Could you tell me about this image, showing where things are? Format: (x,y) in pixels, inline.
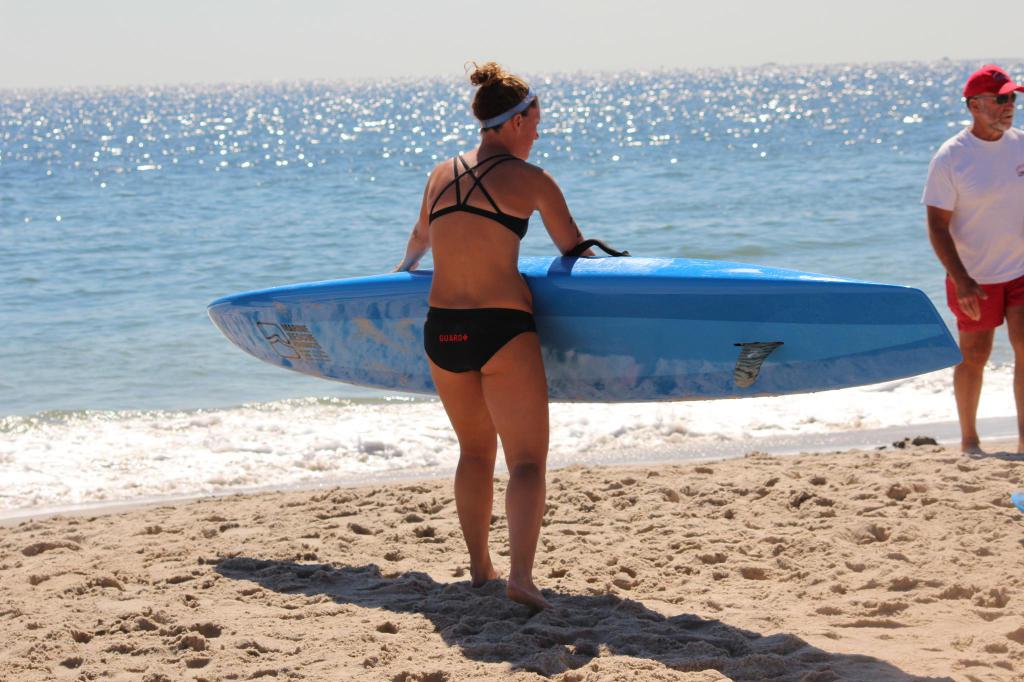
In this image i can see a woman (482,336) is holding surfboard (562,315) and man (1001,260) is wearing a cap (996,89) and standing on the ground (551,535) in front of the water (153,387).
